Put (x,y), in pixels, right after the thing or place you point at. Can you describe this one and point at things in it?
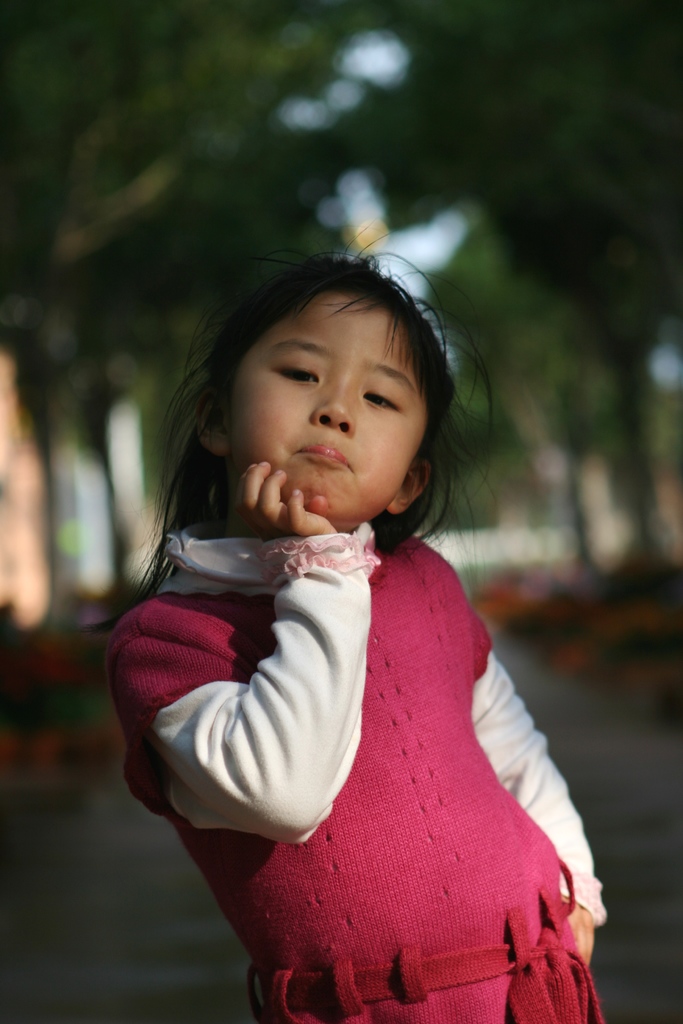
In this image I can see the person (393,608) standing and wearing the pink and white color dress (370,752). In the background (52,407) there are many trees (635,469) but it is blurry.
